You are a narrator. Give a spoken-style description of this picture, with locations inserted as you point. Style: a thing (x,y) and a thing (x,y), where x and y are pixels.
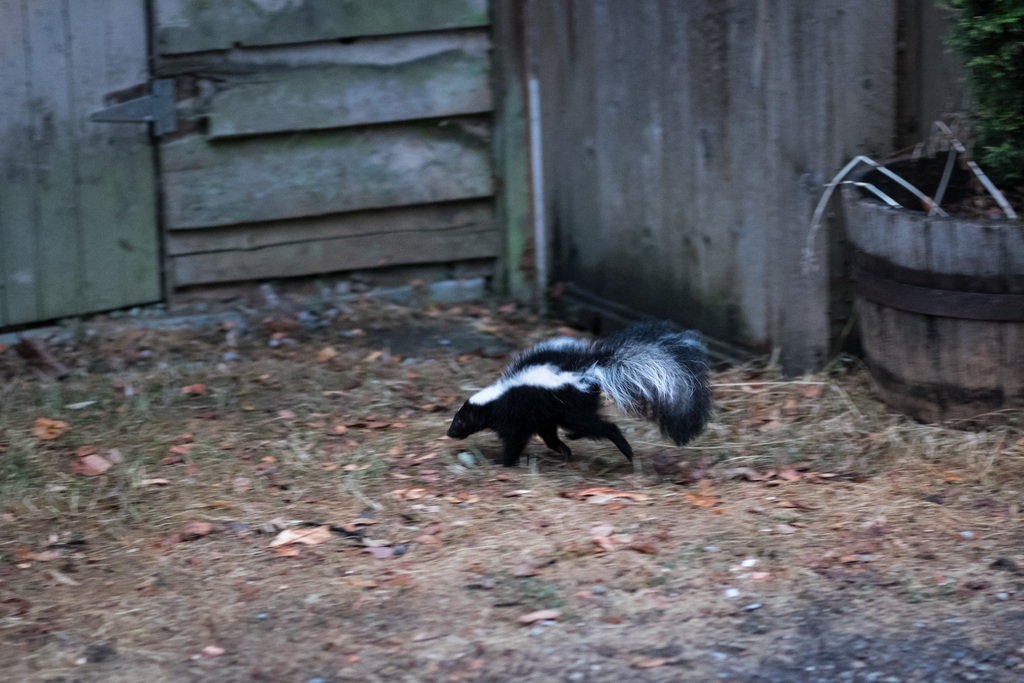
In this image, we can see an animal (635,402). We can see the ground (380,568) covered with grass (405,506) and some dried leaves (389,552). We can also see a pot (953,262) with a plant (1001,11) on the right (940,259). We can see the wall (147,86) with an object (145,99).
